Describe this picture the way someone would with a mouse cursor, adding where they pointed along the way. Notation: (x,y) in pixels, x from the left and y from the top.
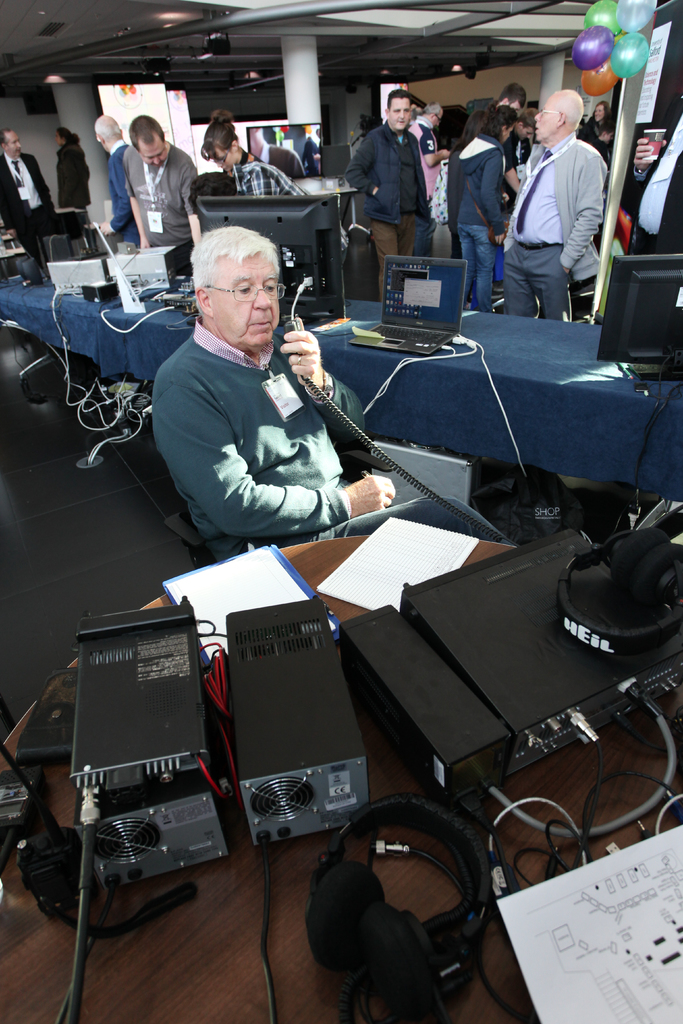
In this we can see picture a old man (242,423) sitting on a chair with the microphone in the hand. In front table (287,614) we can see many electric instruments (444,765). Behind there is a group of persons (428,126) standing and looking into the electronic devices (160,256). Above we can see the ceiling (245,74) with spotlights (221,44).
